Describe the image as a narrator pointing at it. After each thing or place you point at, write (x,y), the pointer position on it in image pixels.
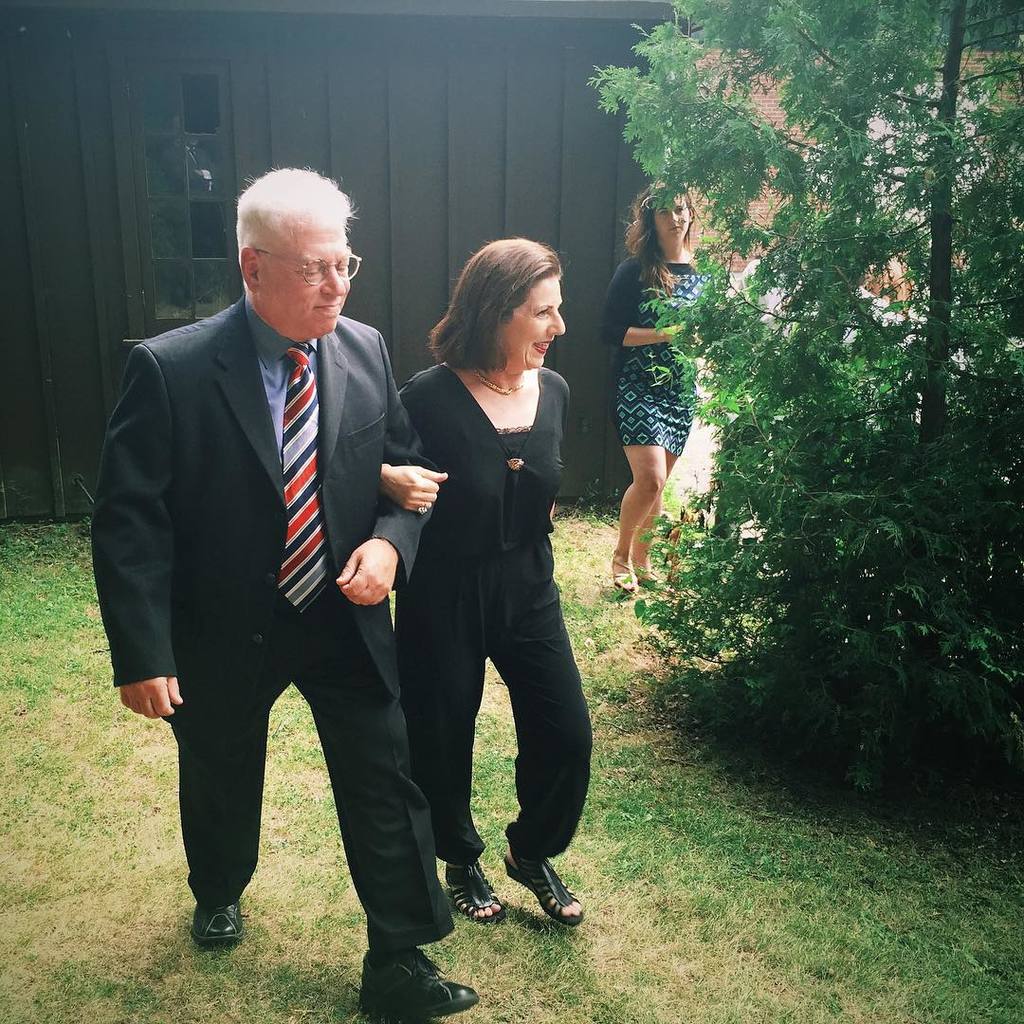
in the image in the center (516,392) we can see two persons (409,510) walking and they were smiling, which we can see on their faces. In the background (412,96) we can see wall (392,135), trees (938,510), grass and one woman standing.
